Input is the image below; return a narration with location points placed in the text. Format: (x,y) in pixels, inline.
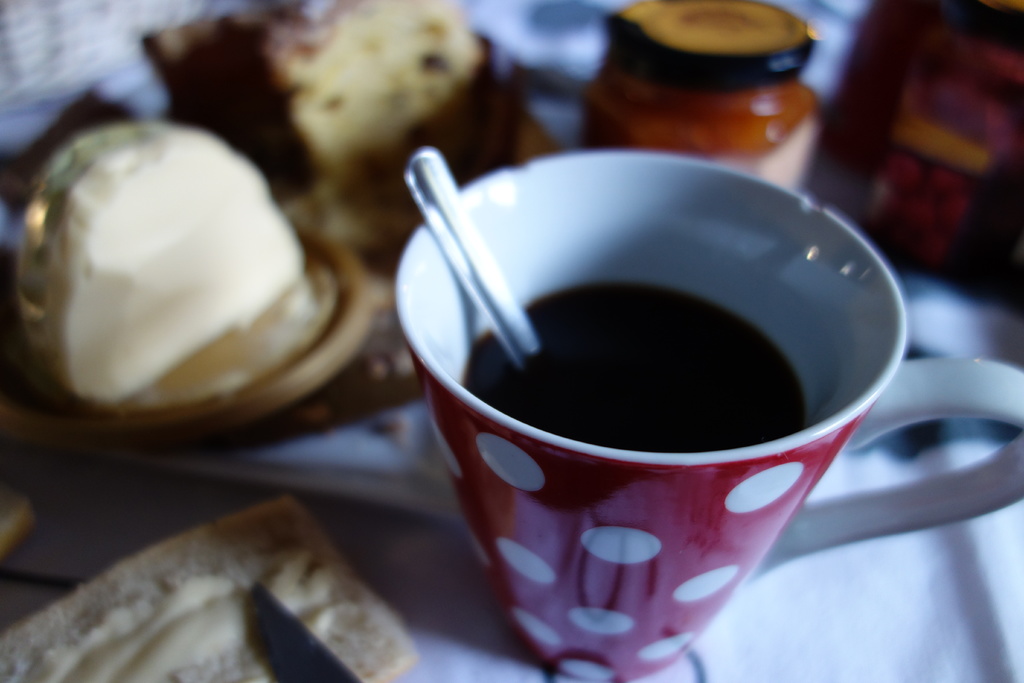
In this image in the foreground (519,370) there is one cup (458,436), in that cup (466,381) there is one spoon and some drink (625,365) and beside the cup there are some breads (355,80), bottles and some other objects (161,243).
